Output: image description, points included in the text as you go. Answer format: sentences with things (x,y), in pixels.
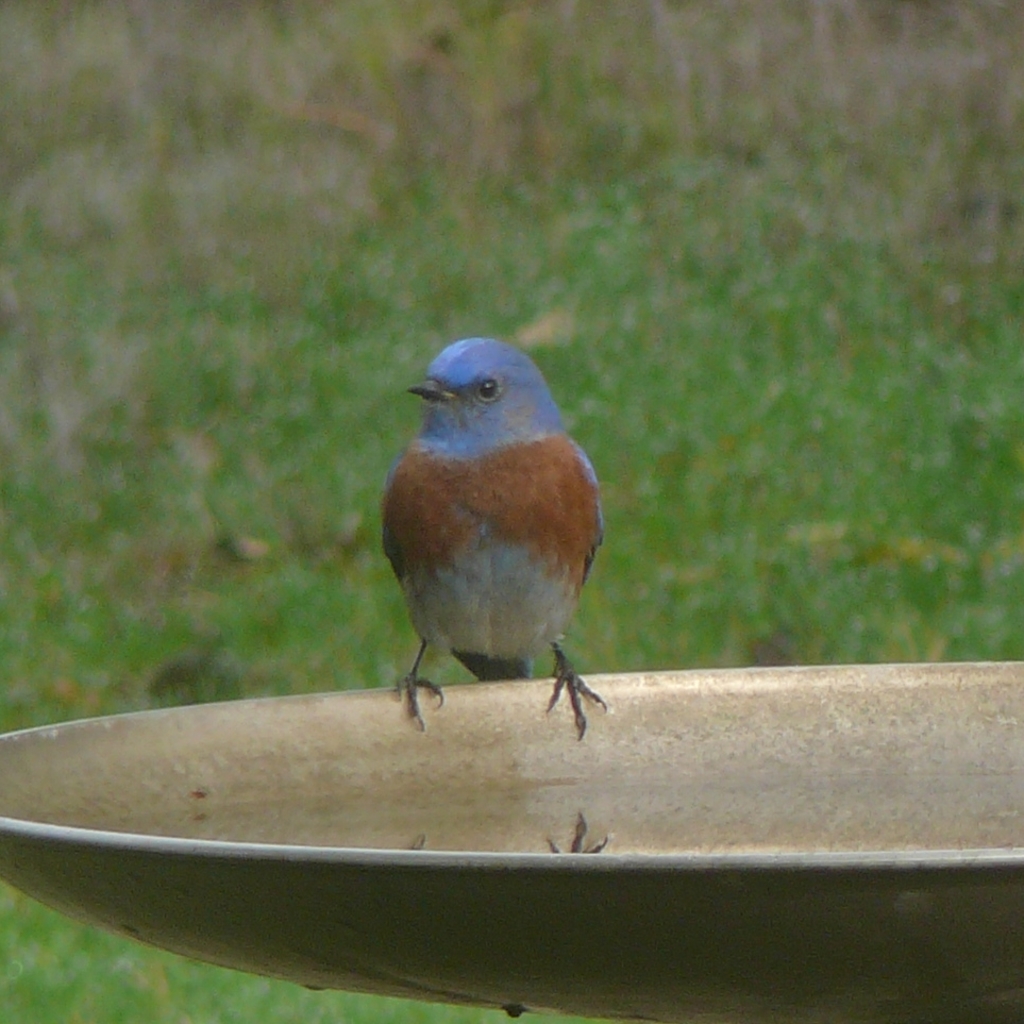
This image consists of bird (398,545) sitting on a plate (124,889) in which there is water (339,810). At the bottom (55,989), there is green grass (74,973). The bird (449,573) is in blue color.
